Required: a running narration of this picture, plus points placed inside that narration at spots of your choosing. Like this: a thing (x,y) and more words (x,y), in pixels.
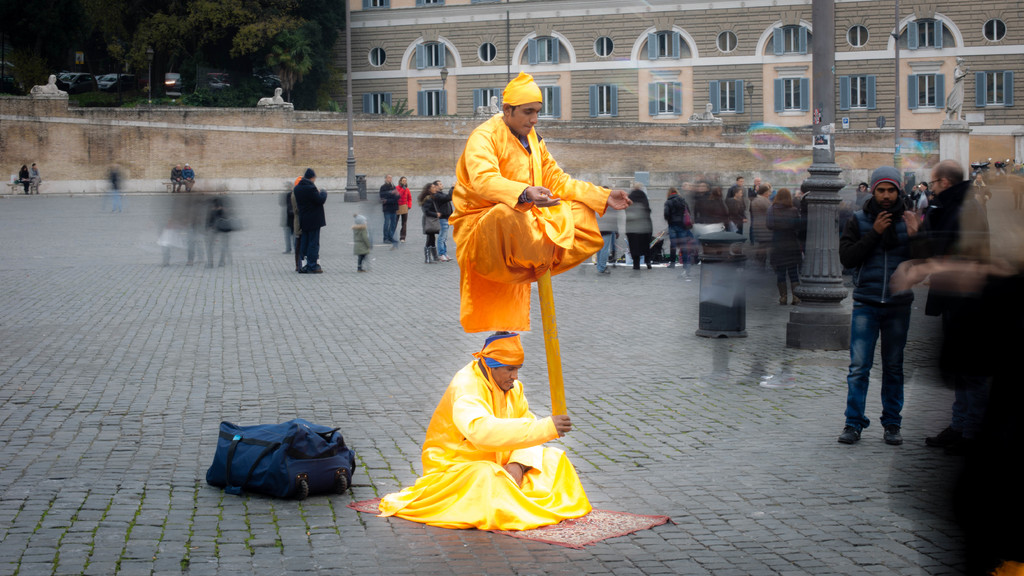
In the image two people (466,274) were performing some activity and around them there are many other people (770,218) standing on the ground (447,329) and most of the picture was blurred. In the background (462,55) there is a building (434,80) and on the left side of the building (383,60) there are many trees (177,66) and few vehicles (119,78).
